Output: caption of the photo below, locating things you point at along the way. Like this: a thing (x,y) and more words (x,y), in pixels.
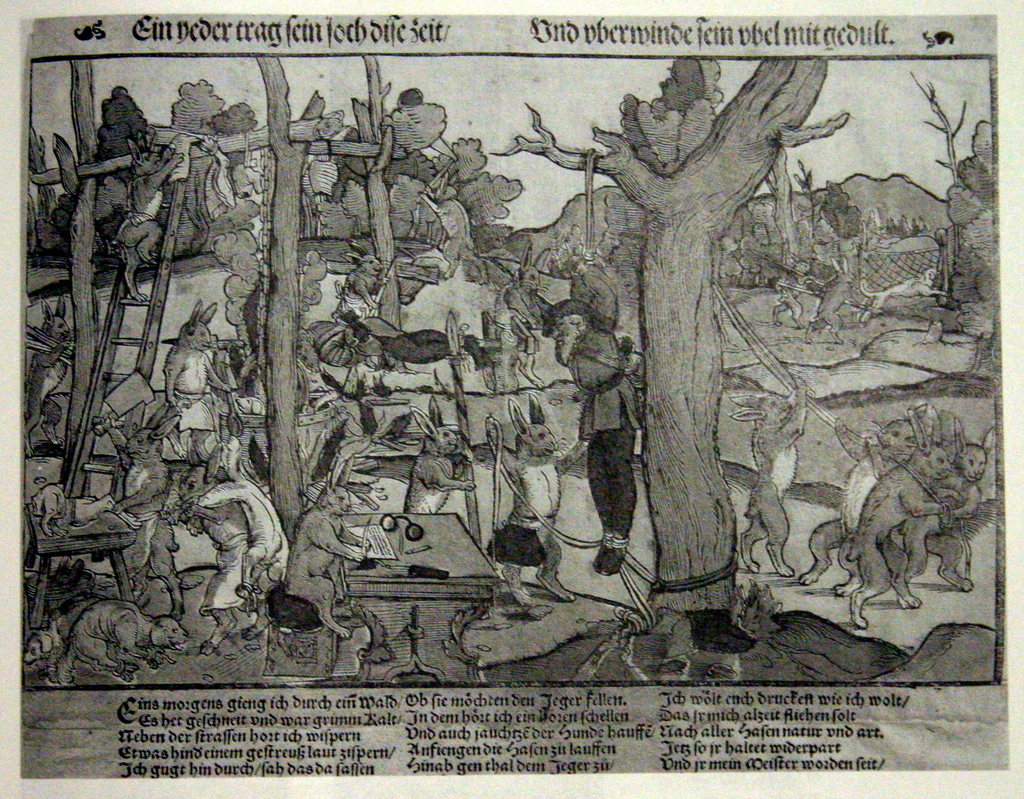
This image contains a poster (547,323) having some painting (371,489) and some text (408,761). There are few rabbits (350,543) and few animals (277,523) are on the land (554,403) having few trees (702,323) and wooden trunks (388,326). Left side (135,271) a rabbit (155,215) is climbing the ladder (150,313). Beside the ladder (102,466) a rabbit (147,473) is holding a knife (108,404) and holding an animal (88,507) with the other hand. An animal (81,513) is on the table (53,543). A rabbit (313,583) is sitting on the stool (302,616). Before it there is a table (395,555) having a paper (380,539) and spectacles (398,525) are on it. A man (618,390) is tied to a rope (589,244). Few rabbits (851,468) are dragging the rope (826,424). Bottom of the image (423,695) there is some text (448,758).
